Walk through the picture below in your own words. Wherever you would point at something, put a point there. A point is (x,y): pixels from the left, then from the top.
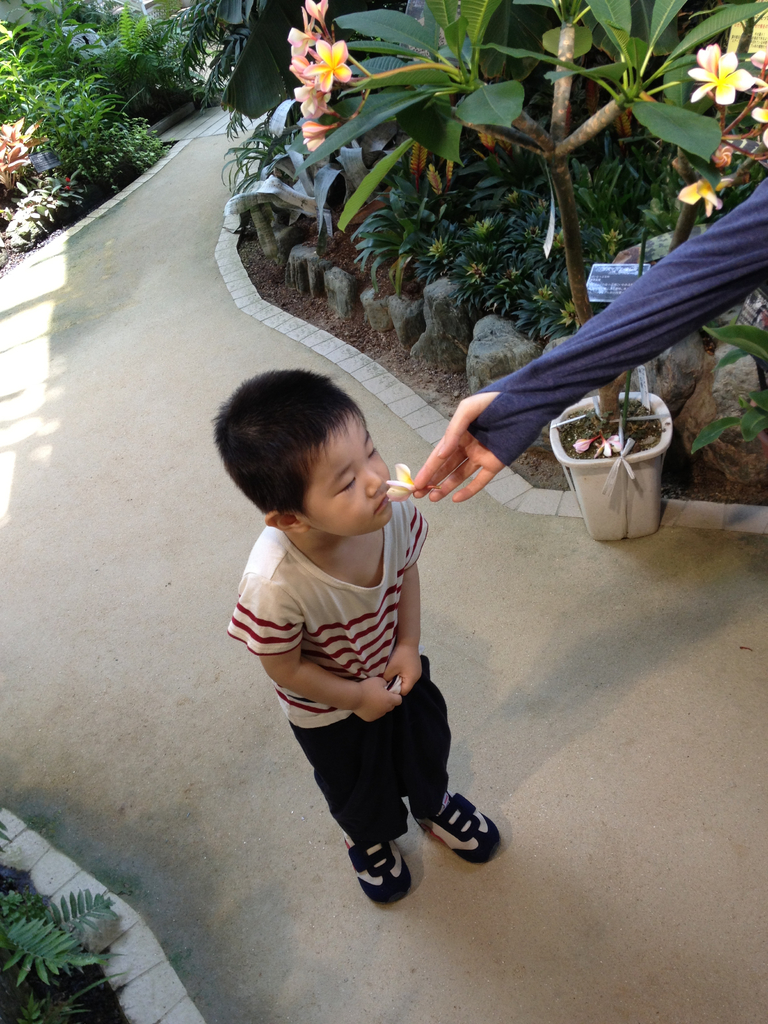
In the image there is a kid (365,728) standing in between the plants (93,150), he is enjoying the smell of a flower (407,490) that is held in a person's hand (454,453) and on the left (75,146) and right side of the path (289,876) there are beautiful plants (414,134).
